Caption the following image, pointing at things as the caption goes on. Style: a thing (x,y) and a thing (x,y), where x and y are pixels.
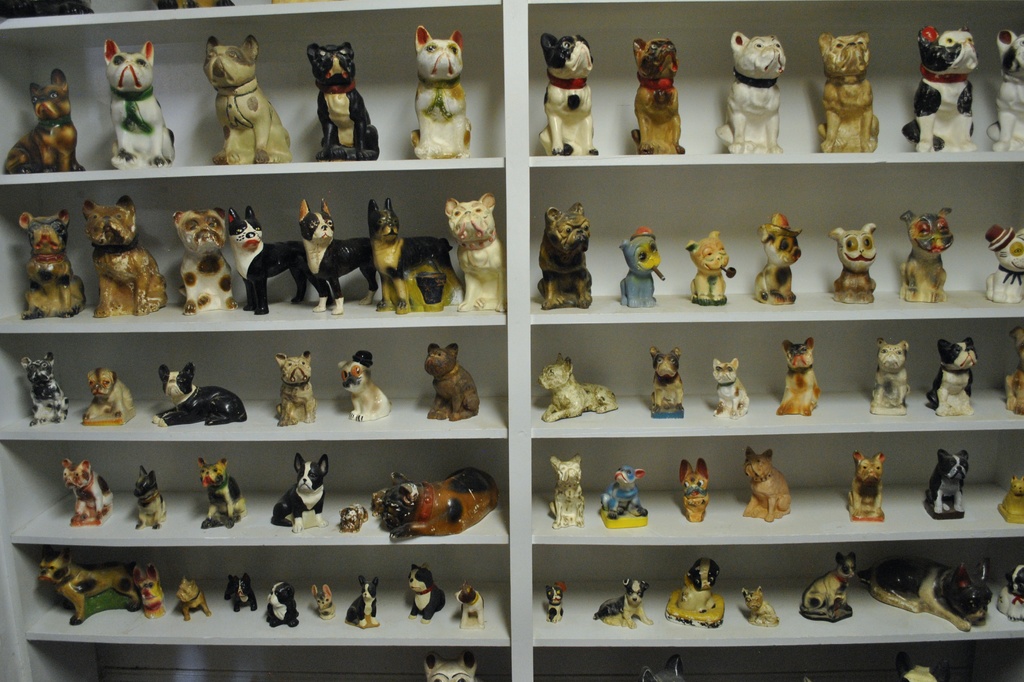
This image consists of many toys (455,673) of dogs (704,596) and cats (435,670) are kept in a rack (338,551).
